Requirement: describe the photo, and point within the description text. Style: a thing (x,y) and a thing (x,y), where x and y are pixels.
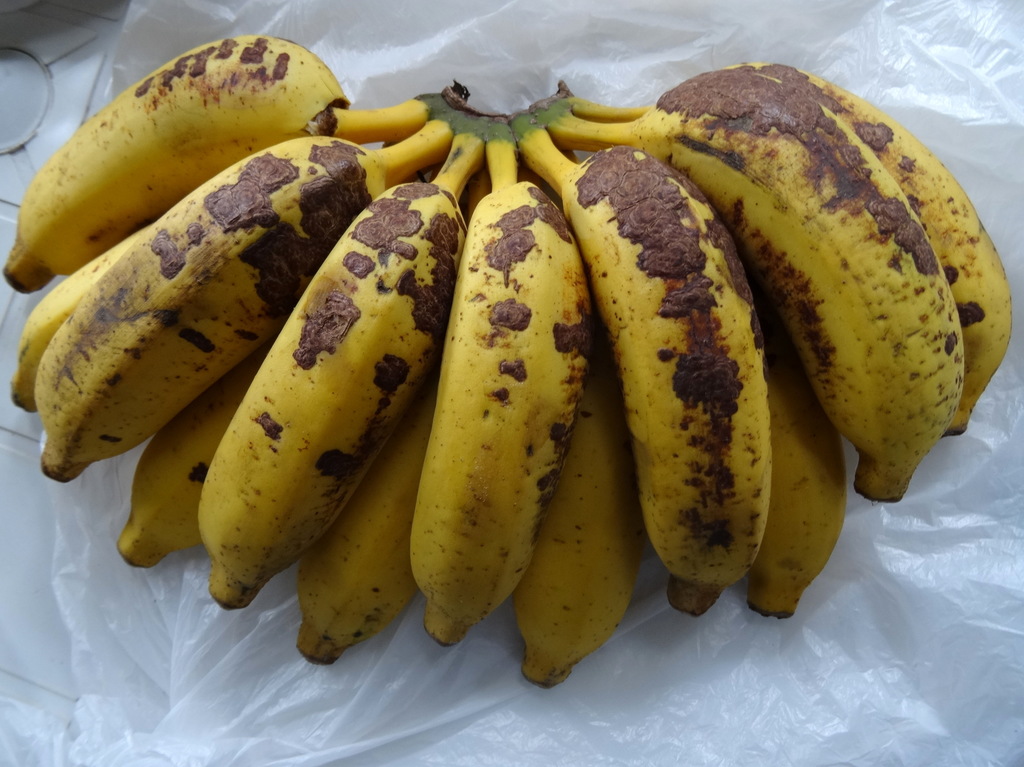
In this image I can see a bunch of bananas (504,319) which are yellow and brown in color on the white colored plastic cover (762,678).
